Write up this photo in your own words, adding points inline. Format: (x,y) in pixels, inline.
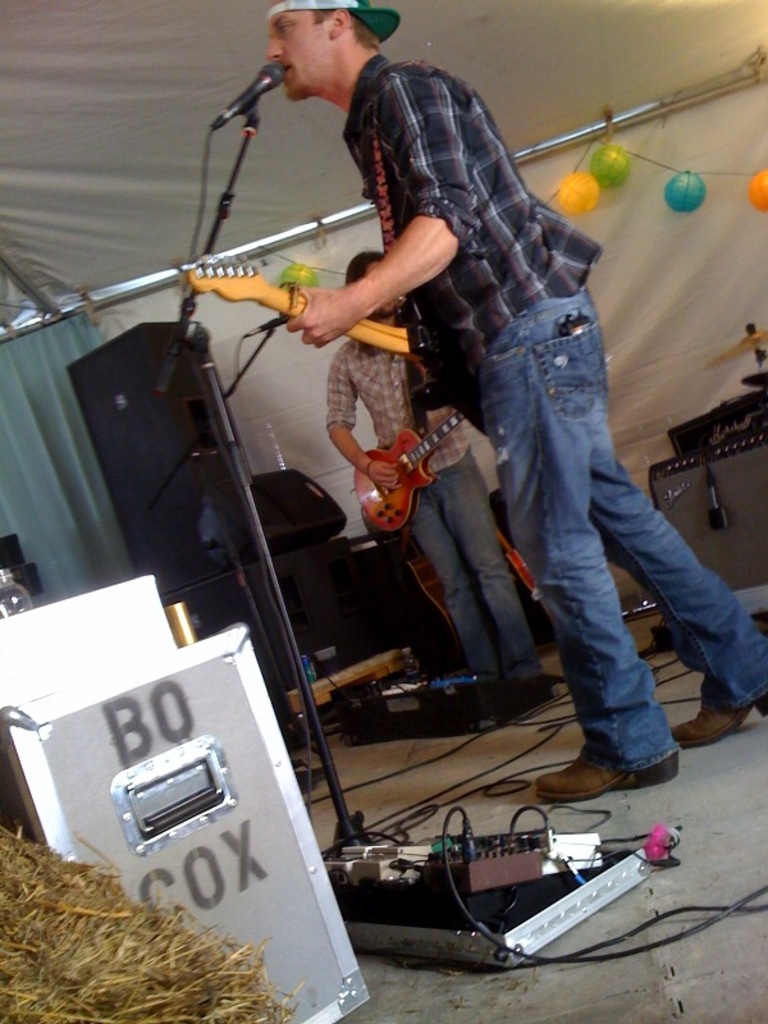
In the center of the image (508,400) there is a man (470,263) standing and holding guitar (360,325) in his hand (335,287). There is a mic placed before him behind him there is another man (472,597) standing and holding guitar (422,451). In the background (214,509) there are many speakers (322,520), decor balls (621,178) which are attached to the tent (655,169).
